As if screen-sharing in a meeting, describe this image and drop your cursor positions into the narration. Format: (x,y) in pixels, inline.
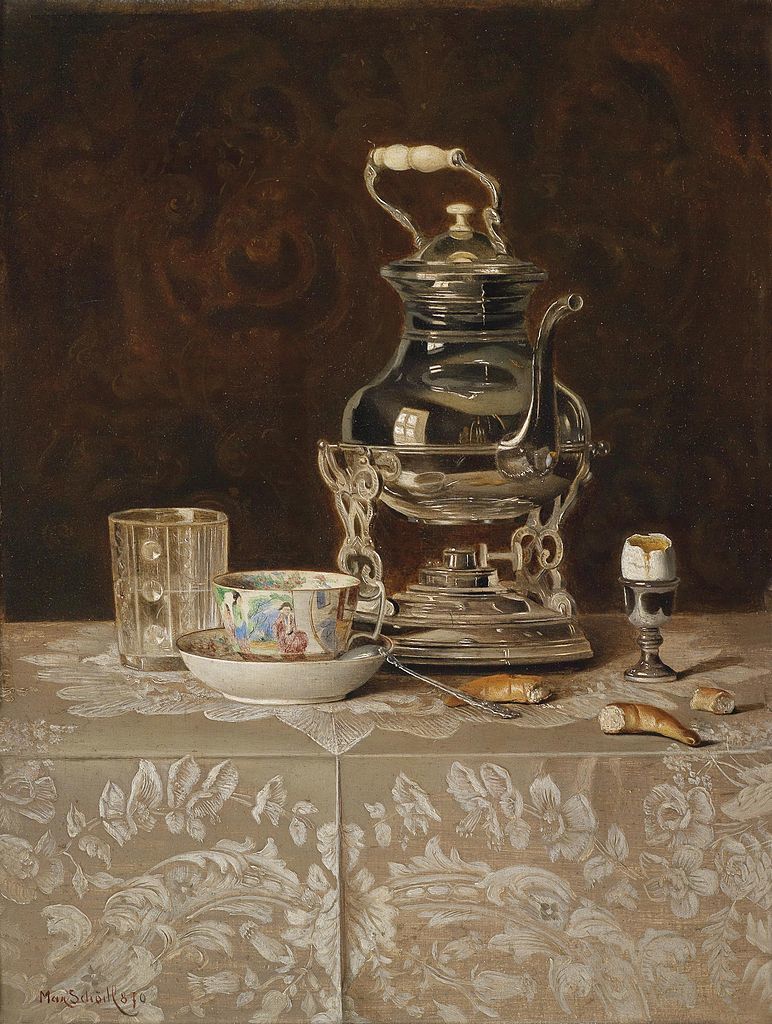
In this picture I can see a table (381,697) in front (95,844) on which there is a kettle (528,405) and I see a glass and a bowl (352,672) on which there is a cup (321,615) and I see few things (667,716) near to this kettle (538,452).
